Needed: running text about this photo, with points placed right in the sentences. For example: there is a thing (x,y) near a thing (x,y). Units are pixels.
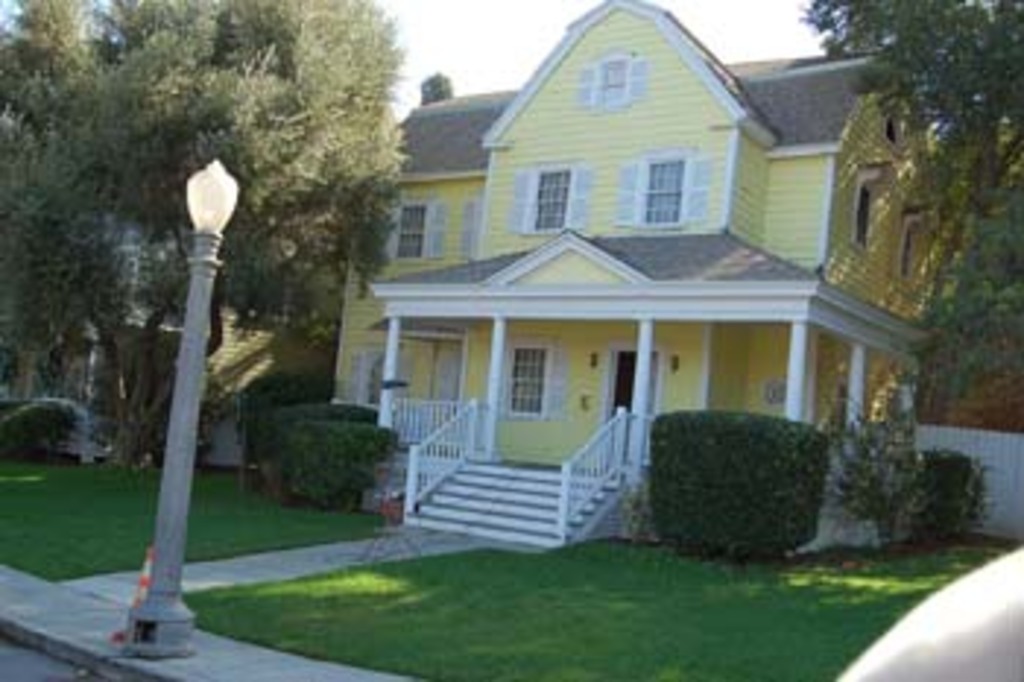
In this picture we can see light pole (211,254), grass (508,602), plants (315,409), trees (325,24) and house (616,255). In the background of the image (524,69) we can see the sky (476,43).
